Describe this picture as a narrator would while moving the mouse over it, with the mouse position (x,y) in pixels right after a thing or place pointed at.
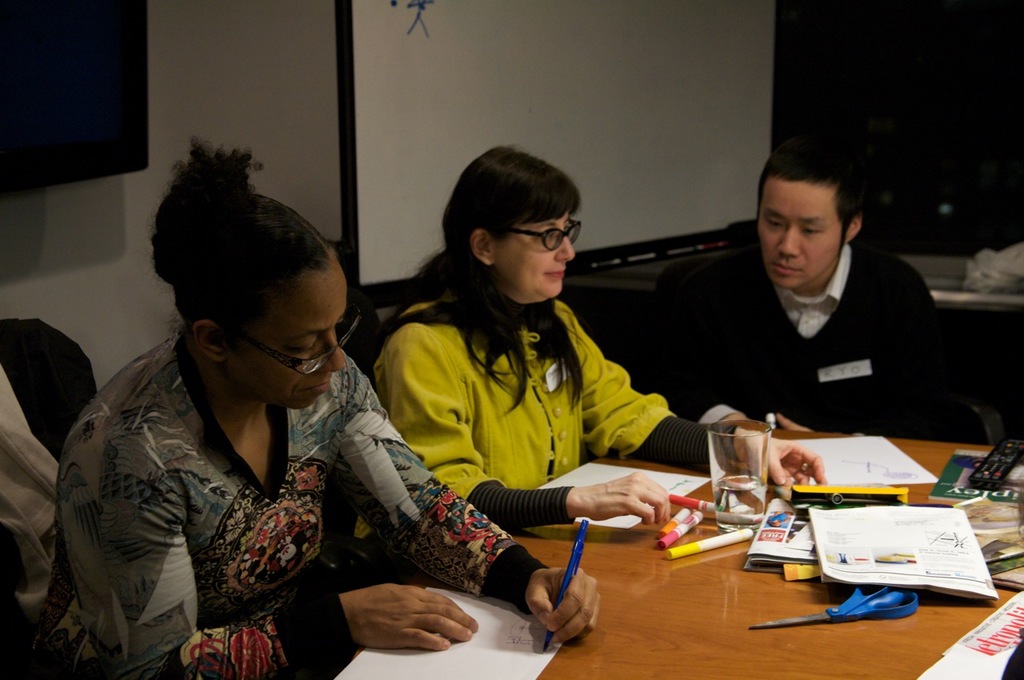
In the picture we can see a person (195,549) wearing a multi color dress (460,559) is holding the pen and writing on the paper (528,649) and is on the left side of the image (215,528), here we can see women (548,403) wearing yellow color dress (524,419) and spectacles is sitting on the chair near the table (737,493) and we can see a person (708,349) wearing a black color dress (890,343) is on the right side of the image (895,327). Here we can see markers (689,499), papers (759,554), books (808,543), glasses (728,479), scissors (868,613) and a few more things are placed on the wooden table (901,618). In the background (17,120), we can see the some black color object (109,143), projector screen (389,106) and this part of the image is dark.
